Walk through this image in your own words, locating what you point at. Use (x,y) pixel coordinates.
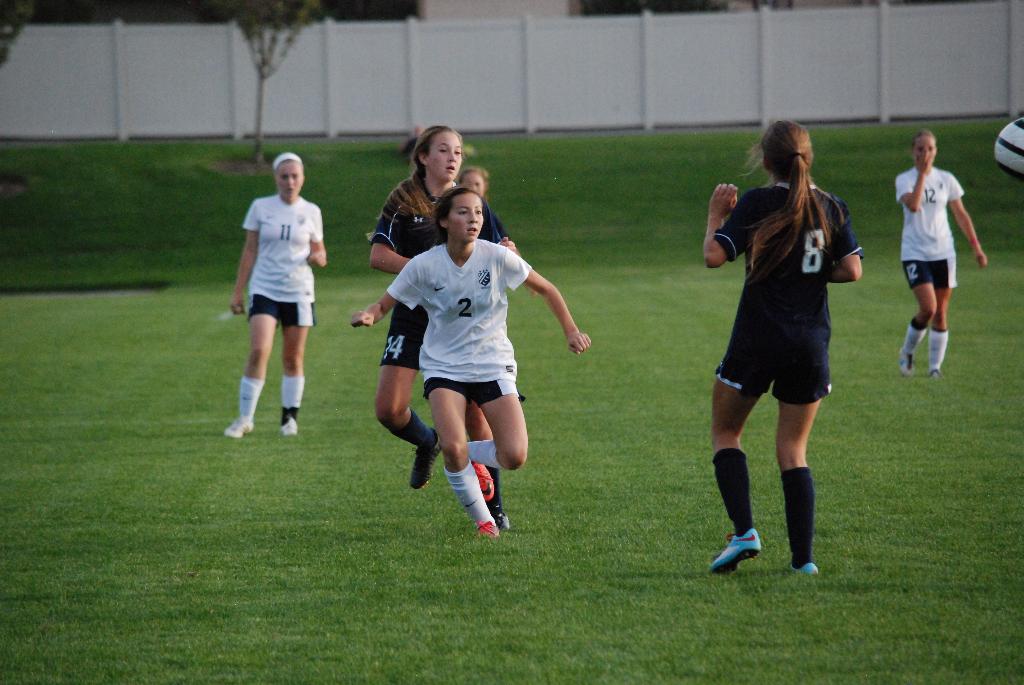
In this picture we can see a group of girls (497,446) on the grass (532,446). In the background (560,62) we can see the wall (519,56), trees (1,24) and some objects (491,8).
